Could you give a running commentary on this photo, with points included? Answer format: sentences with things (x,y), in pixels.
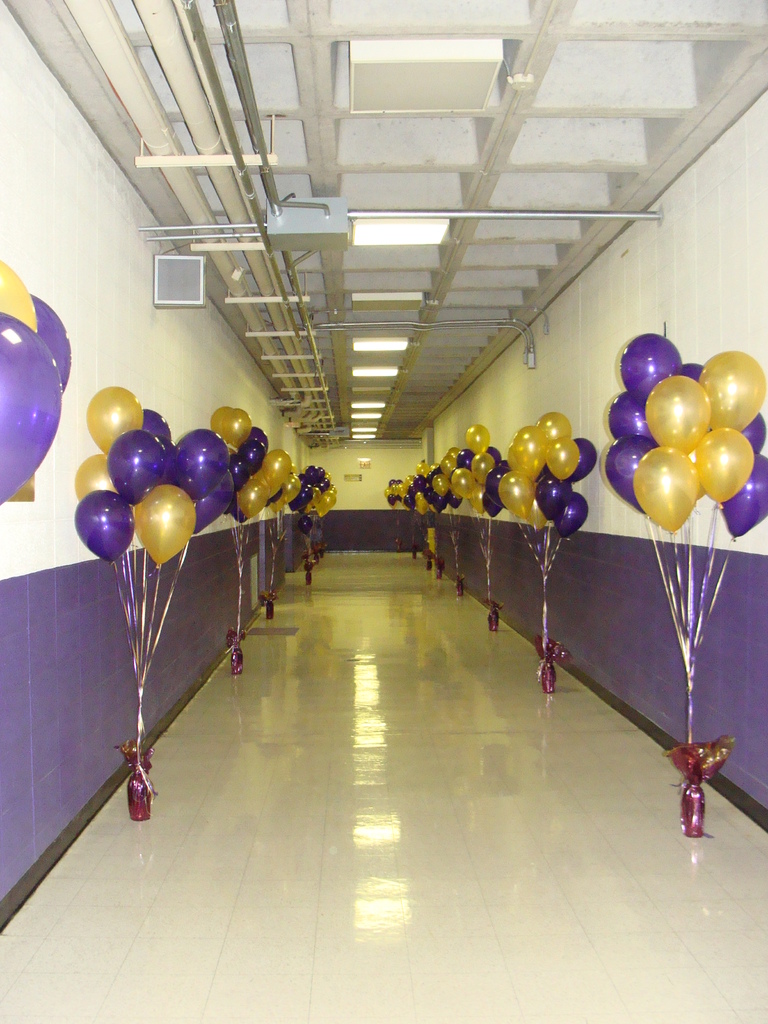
In the image there are some balloons (186,494) attached to the bottles (541,636) and the bottles (696,780) are kept on the floor (251,681) in a row, behind the bottles (689,787) there is a wall (749,560).
